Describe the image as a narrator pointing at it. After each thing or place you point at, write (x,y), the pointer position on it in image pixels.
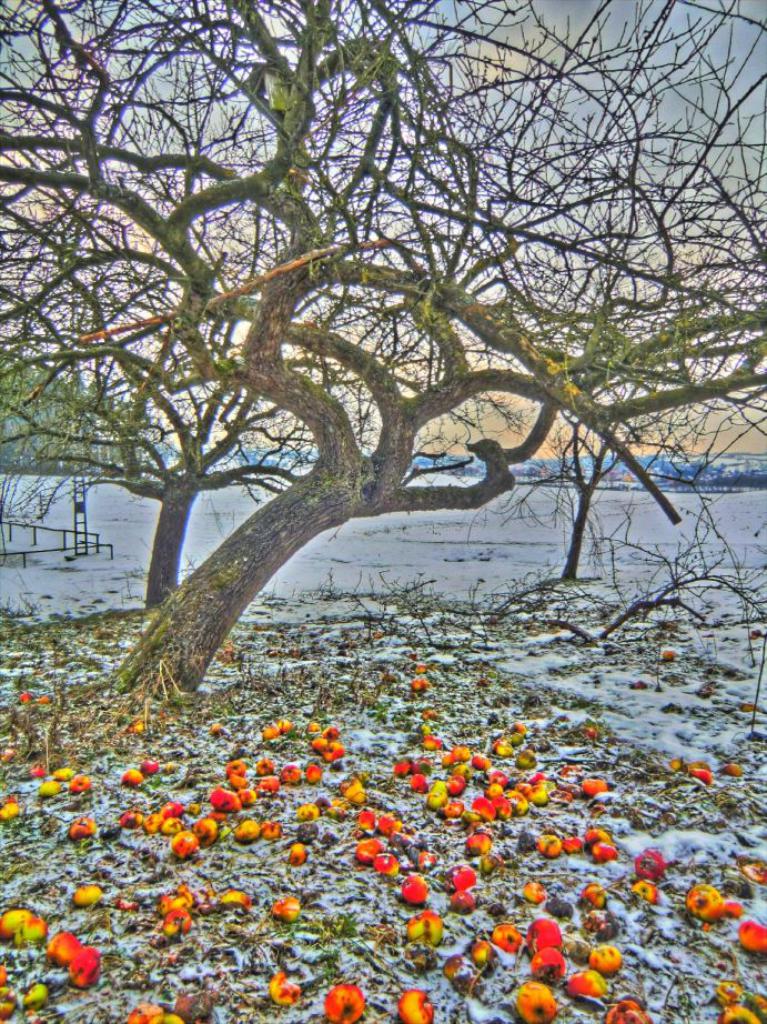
In the center of the image (399,507), we can see a tree (275,180) and there are rods (76,510) and there is a pole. At the bottom (327,777), there are apples (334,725) and there is snow (365,601).
